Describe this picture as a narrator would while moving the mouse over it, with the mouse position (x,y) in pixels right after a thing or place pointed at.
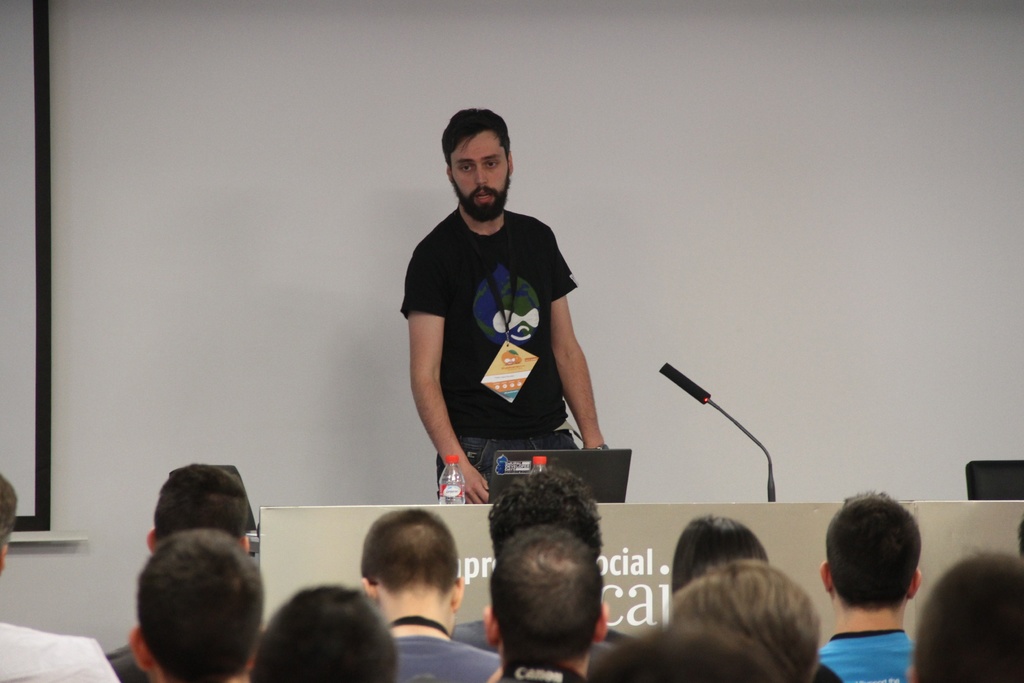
In the image there is a man (460,259) in black t-shirt (476,430) standing in front of table (458,508) with mic (710,396) and laptop (579,471), water bottles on it and in the front (387,611) there are many people (681,632) sitting and staring at him.
